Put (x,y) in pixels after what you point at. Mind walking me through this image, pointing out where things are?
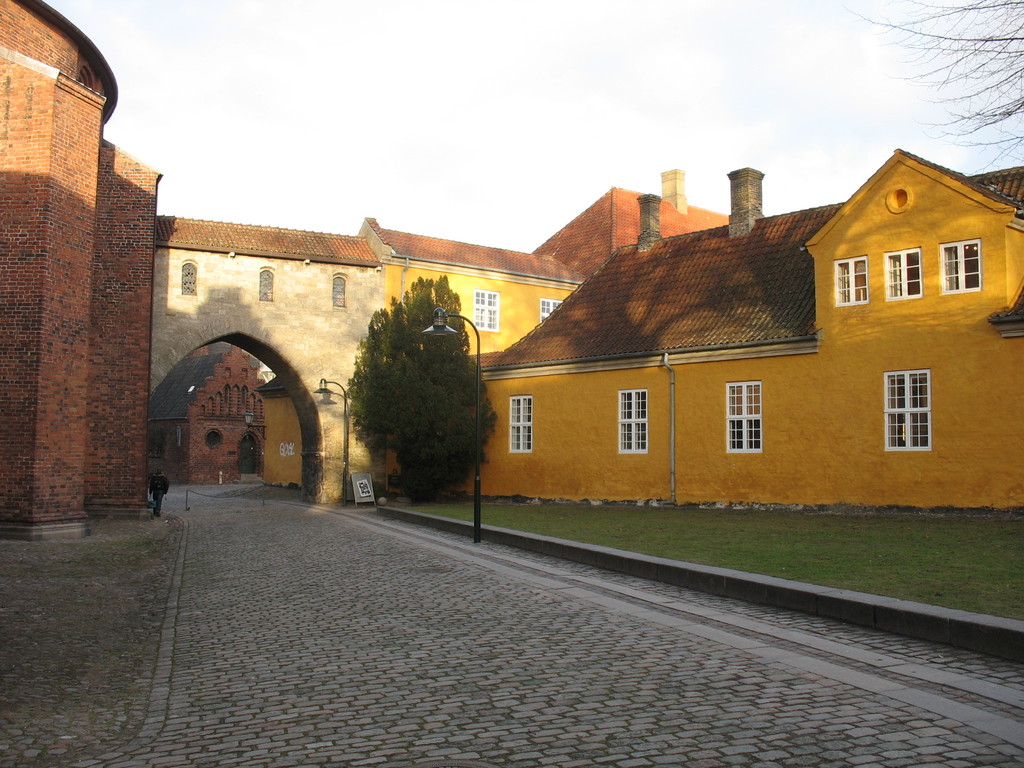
In this image we can see houses (492,380), trees (375,420), a person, poles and other objects (369,489). At the bottom of the image (48,568) there is the floor (387,609). At the top of the image (492,67) there is the sky (508,109).
